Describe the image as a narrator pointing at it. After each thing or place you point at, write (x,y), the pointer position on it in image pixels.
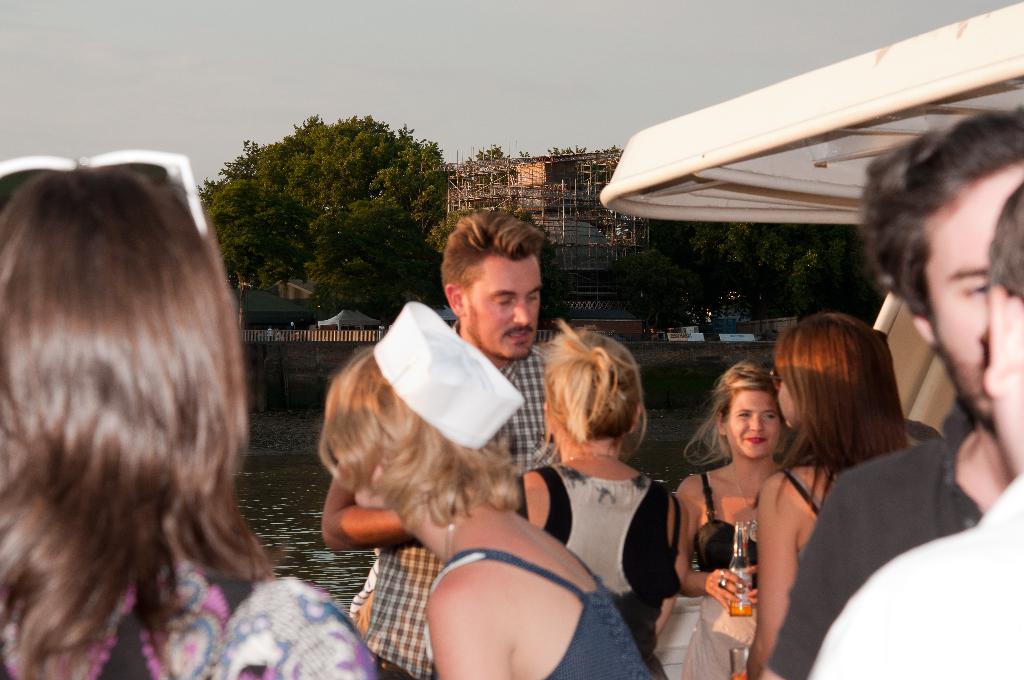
In this image, we can see a group of people (463,524). Here a woman (741,491) is smiling and holding a bottle (738,574). Background (400,234) we can see trees (389,240), water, stall (329,320), houses (622,332), poles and wall (687,385). Top of the image (669,76), there is a sky (361,73) and white color object (789,123).
